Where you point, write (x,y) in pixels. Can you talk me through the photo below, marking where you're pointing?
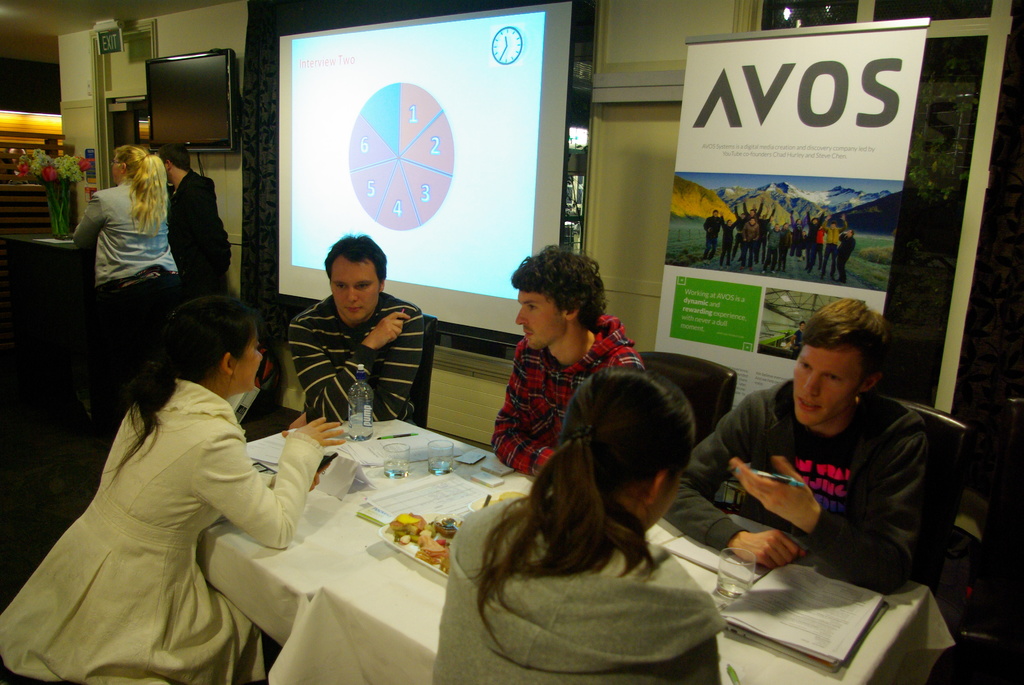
People (622,453) are sitting on the chair (712,387) near the table (363,604) and on the table (416,574) there is bottle (361,418), paper (811,626), glass (728,568) is present, there is screen (444,188) here flower bouquet (62,182) and the poster (813,215).
